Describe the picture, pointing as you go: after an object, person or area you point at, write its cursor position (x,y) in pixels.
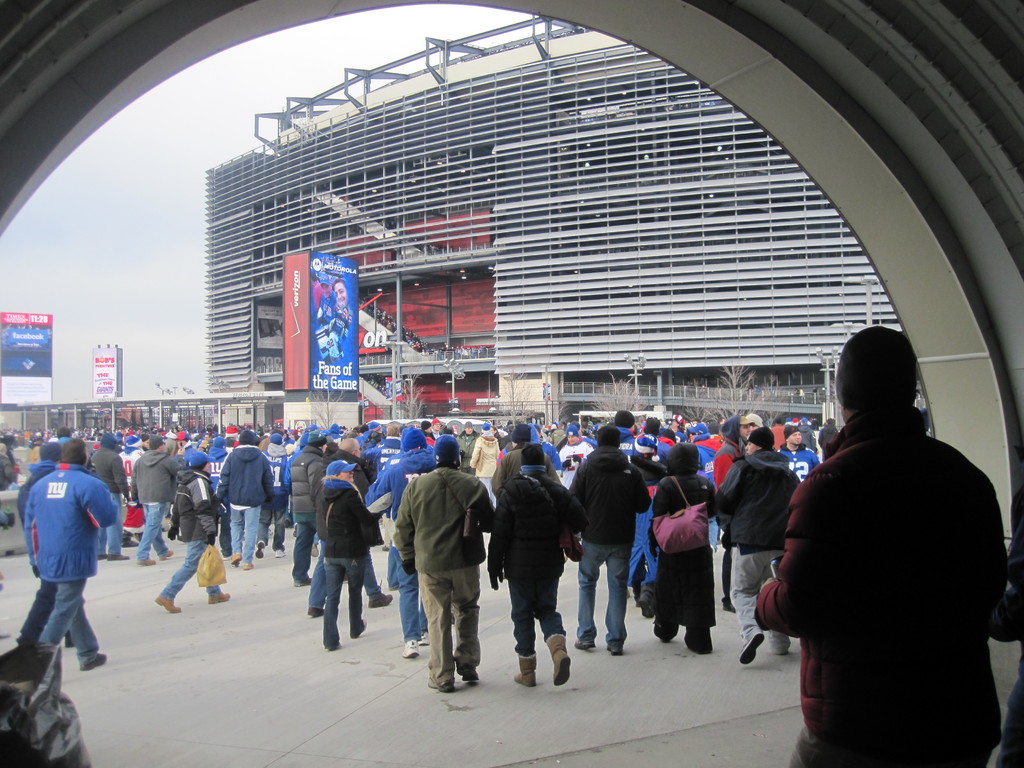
In this image there are persons (396,474) standing and walking. In the background (296,354) there are boards (109,360) with some text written on it and there are plants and there is a building (618,280) and there is a tent (143,399) and the sky (172,99) is cloudy.
